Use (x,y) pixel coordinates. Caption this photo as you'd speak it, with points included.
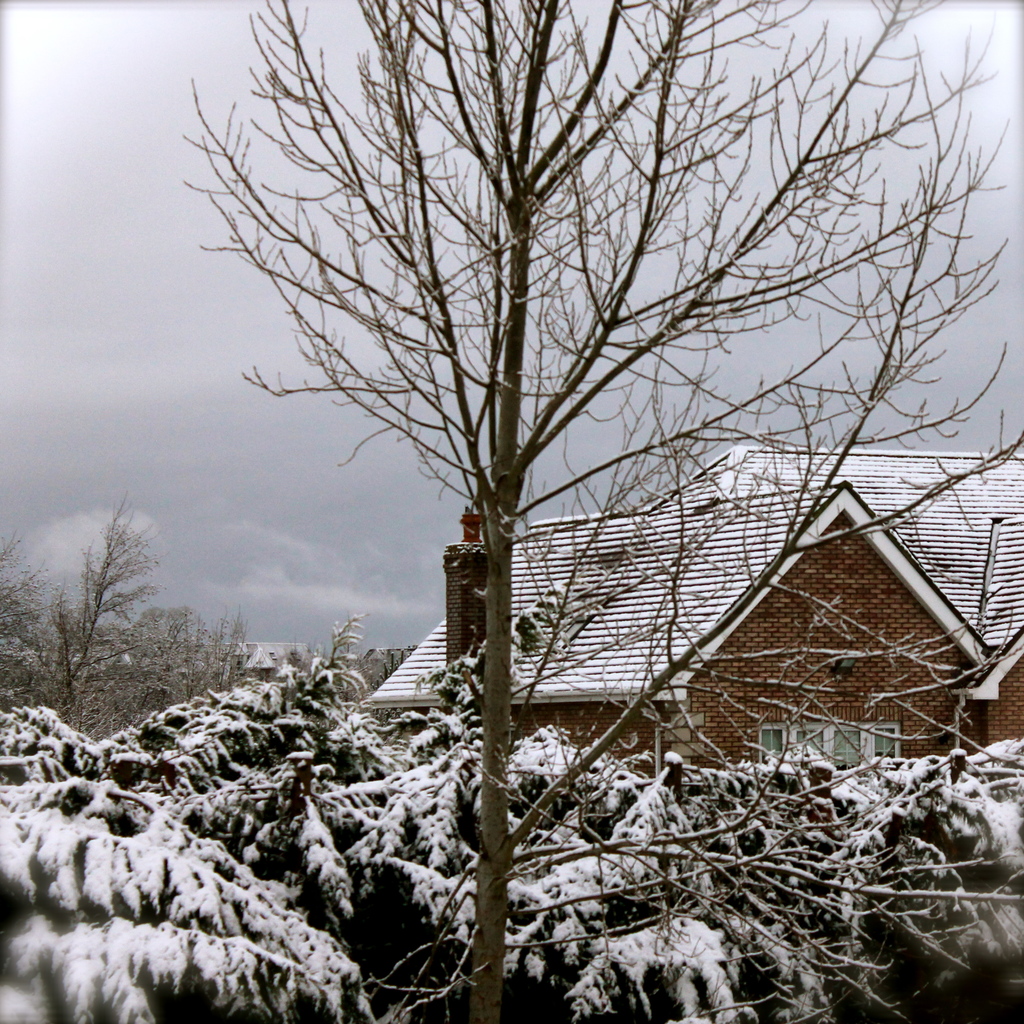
In this picture I can see a house (729,584), plants (370,956), trees (606,750) are covered with snow (406,689).
